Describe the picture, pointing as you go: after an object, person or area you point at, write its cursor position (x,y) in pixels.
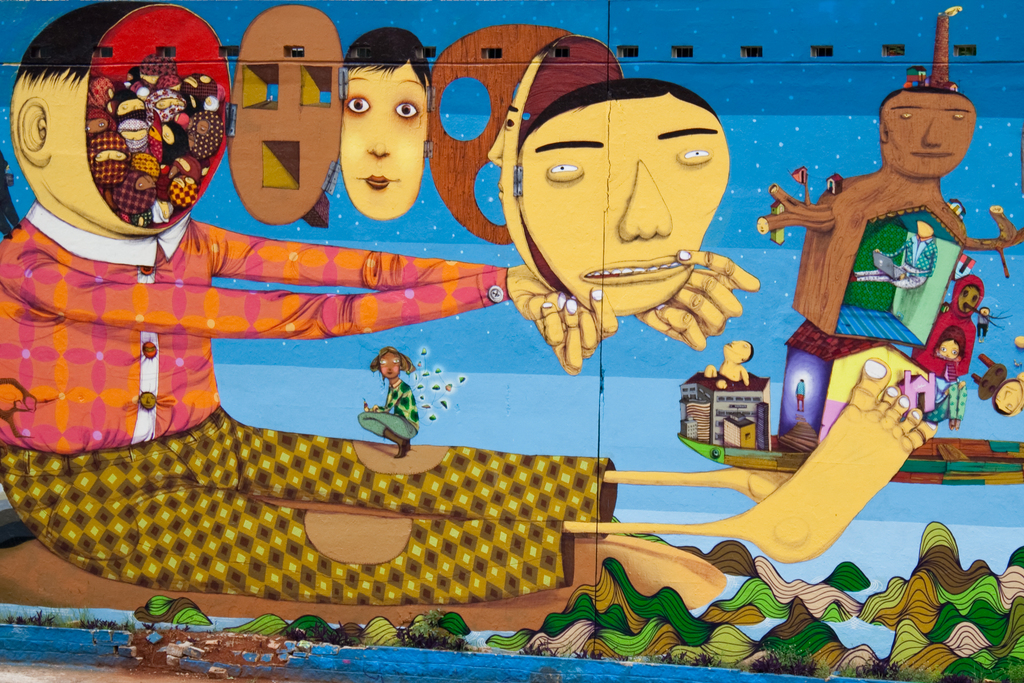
In this picture there is a wall (698,220), on the wall (464,259) there are cartoon (654,214) are painted.
